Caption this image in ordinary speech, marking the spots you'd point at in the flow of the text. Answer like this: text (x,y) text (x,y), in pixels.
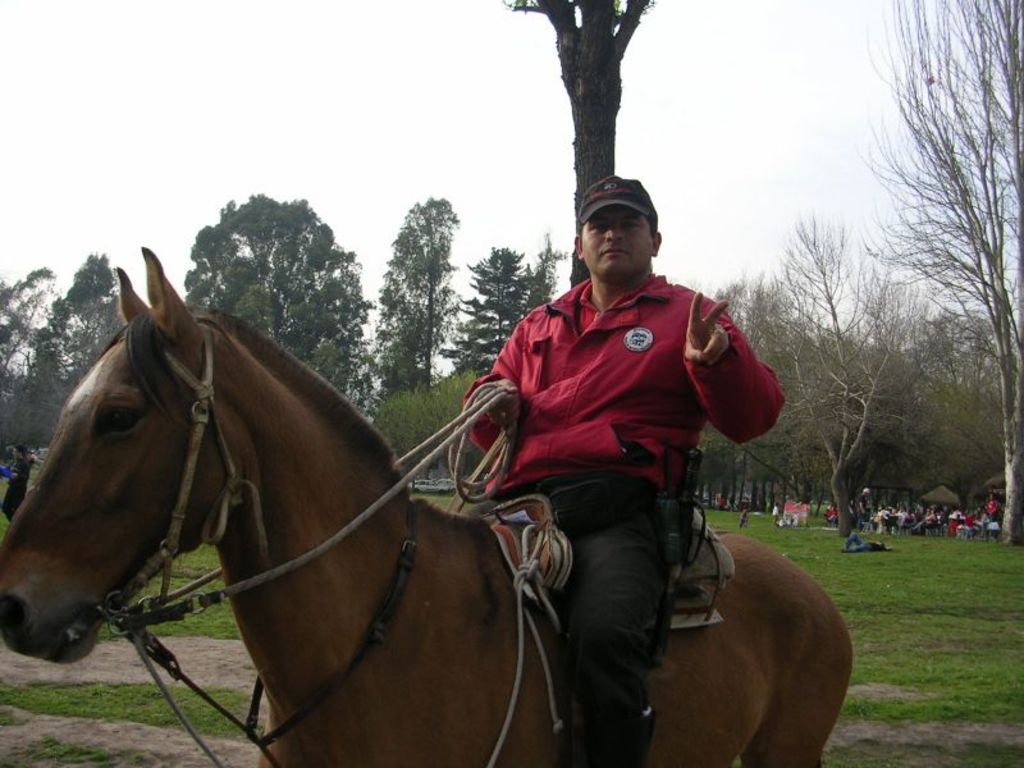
In the image there is a horse (352,587) and on the horse (267,467) there is a person (552,502), behind him there are trees (807,325) grass (832,554) and few other people (961,526).
